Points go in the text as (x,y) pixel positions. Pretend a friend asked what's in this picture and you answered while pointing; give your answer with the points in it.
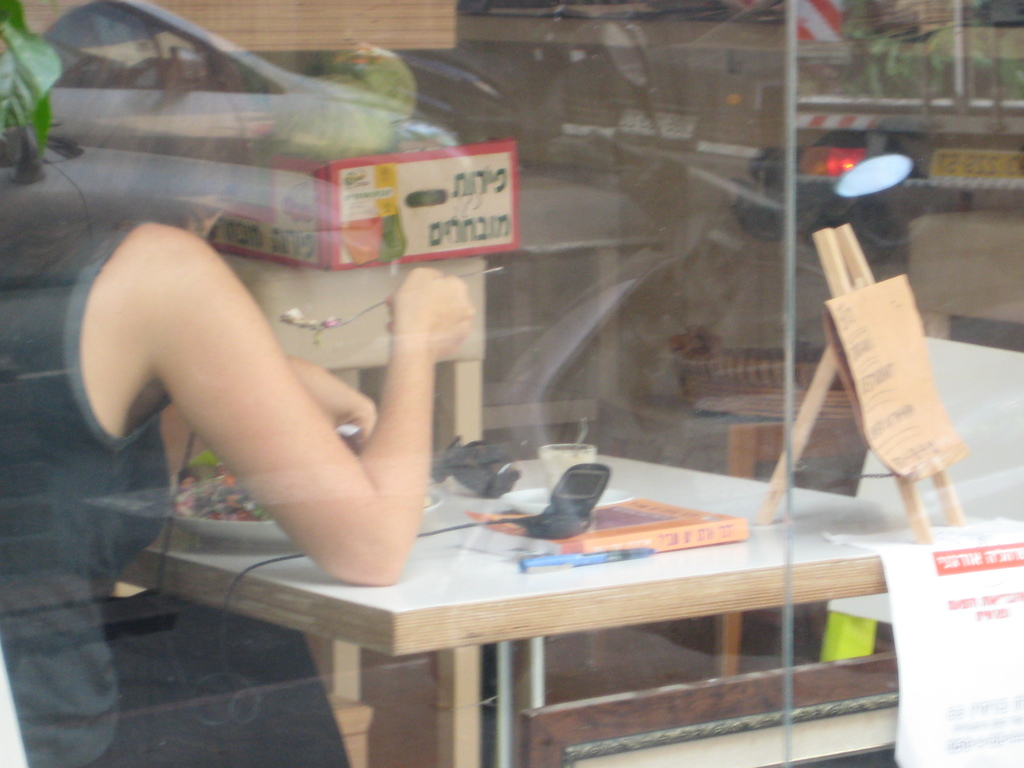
Inside this glass (180,181) a woman (180,361) is sitting on a chair (114,627). In-front of this woman (89,670) there is a table (636,572), on a table (612,600) there is a mobile (592,474), book (594,535), pen (641,556) and cup (583,462). This woman (368,485) is holding a spoon (322,324). There is a box (404,194). On this glass (546,89) there is a reflection (782,117) of a vehicle's (1008,175). In-front of this glass (616,462) there is a poster (976,601).
